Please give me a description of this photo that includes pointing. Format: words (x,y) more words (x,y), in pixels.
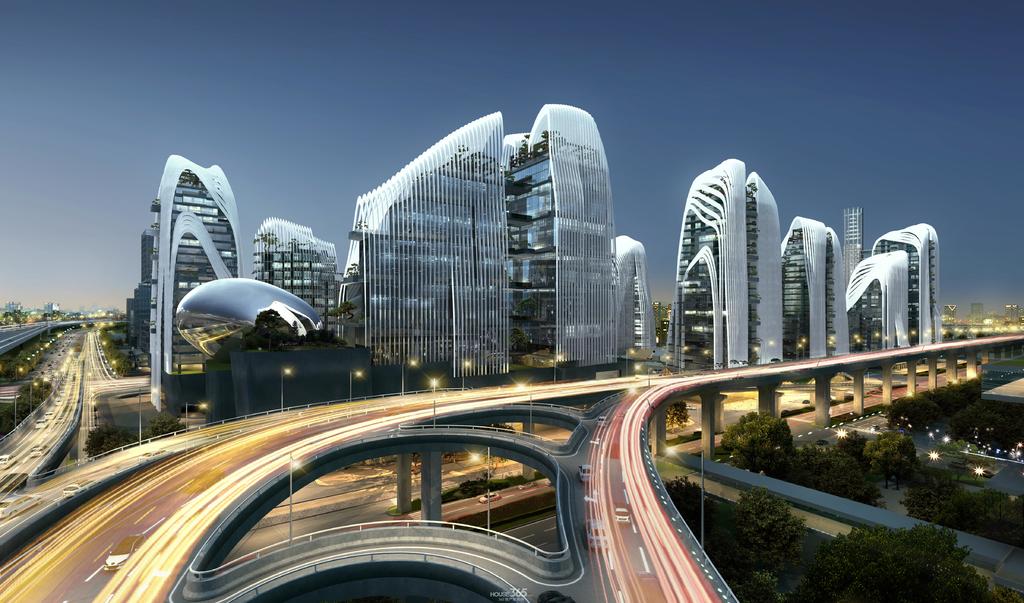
In this image there is the sky (205,70), there are buildings (535,291), there is the road (661,380), there are vehicles (592,522) on the road (611,480), there are pillars (431,473), there are poles (281,397), there are streetlights (556,363), there are trees (820,459), there is text (524,594) towards the bottom of the image (495,596).
